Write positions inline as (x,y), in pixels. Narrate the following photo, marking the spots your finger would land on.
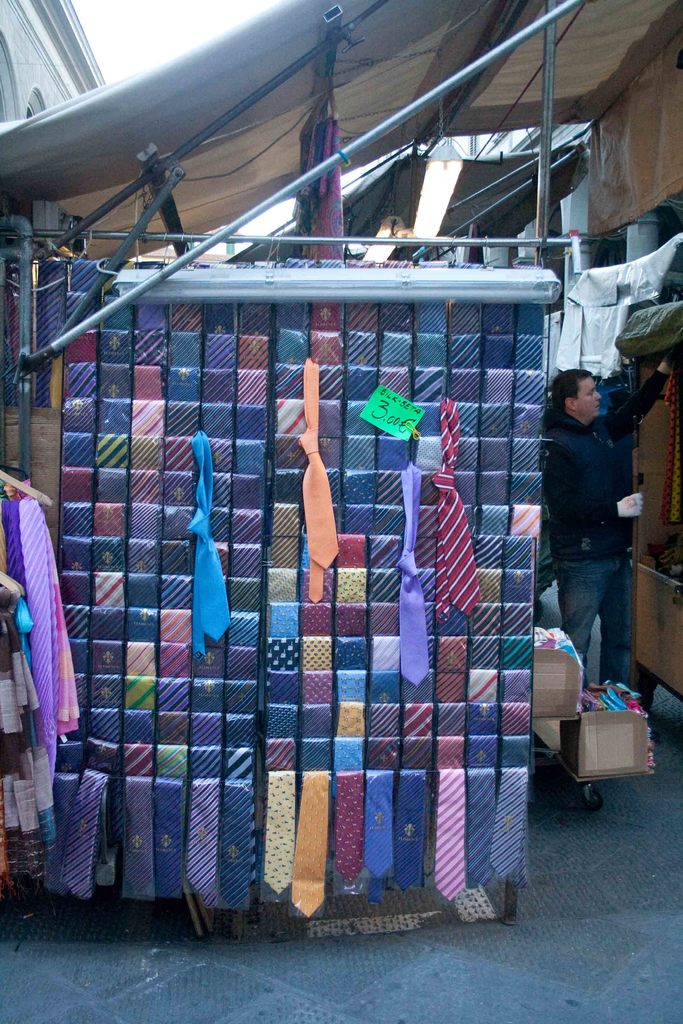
In this image I see number of ties (219,410) over here which are of different in colors and I see a green paper (392,417) on which there is something written and I see a man (590,498) over here and I see the rods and I see white clothes (603,301) over here and I see the path (52,1013). In the background (54,34) I see a building (49,61) over here and it is white over here.
